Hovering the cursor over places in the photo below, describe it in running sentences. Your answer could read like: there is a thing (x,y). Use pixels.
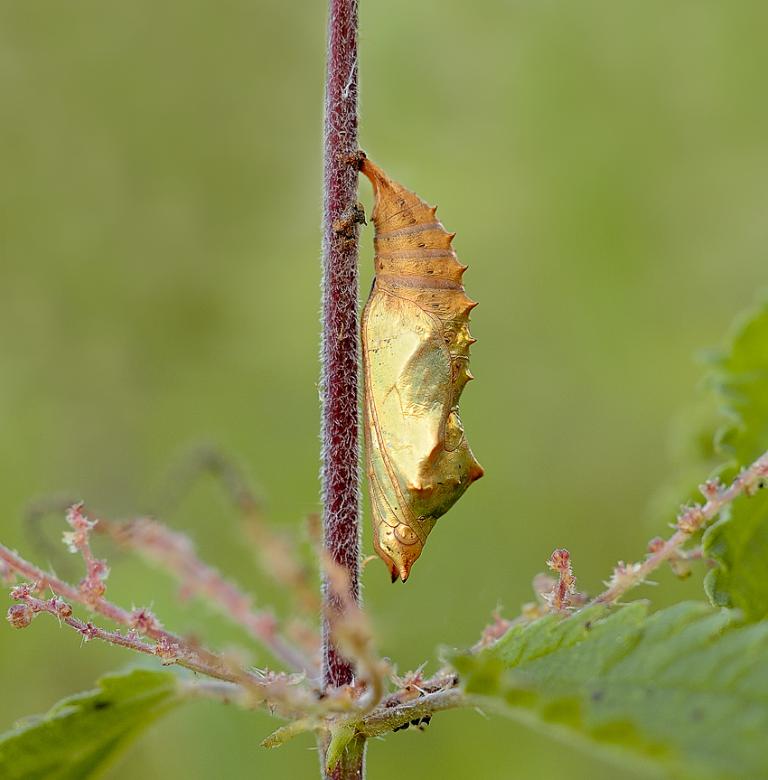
In this image we can see an insect (373,292) on the stem (340,483) of a plant (349,693) and we can see leaves (130,719). In the background (210,169) the image is blur.
